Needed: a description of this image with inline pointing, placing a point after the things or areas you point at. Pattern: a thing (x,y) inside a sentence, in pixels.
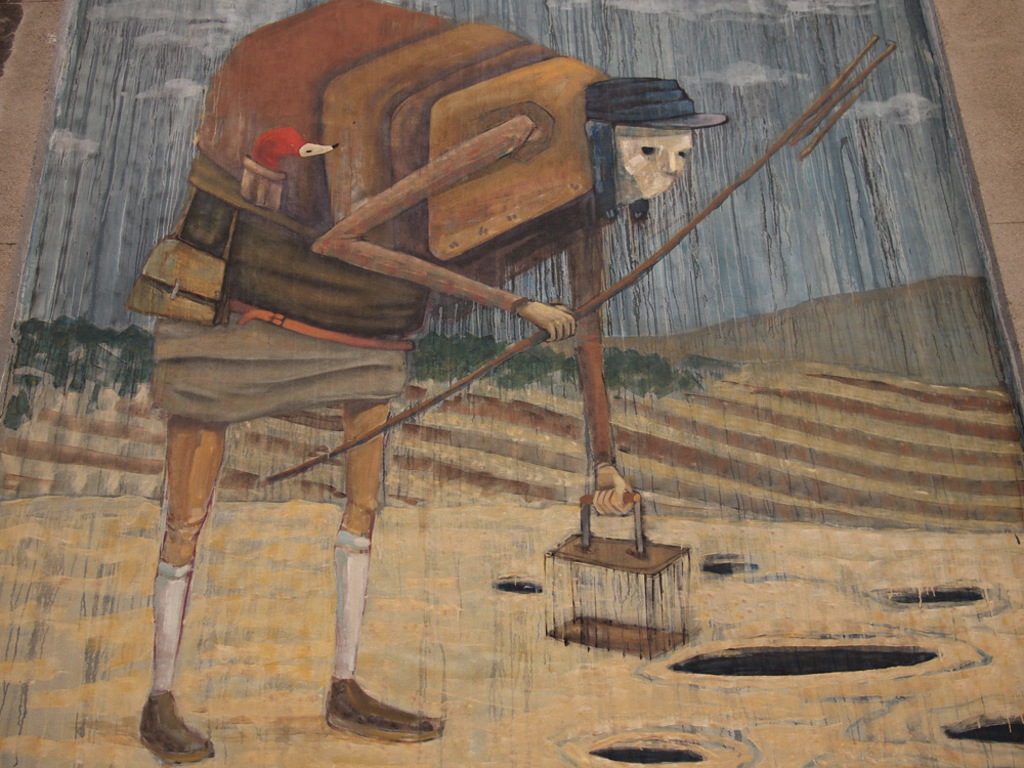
In this image there is a painting (326,374) as we can see there is one person (593,364) standing and holding a stick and a box (617,555) in middle of this image (353,357). there is a ground (777,611) in the bottom of this image (860,552) and there are some trees (117,351) in the background (117,351). There is a cloudy sky (495,10) on the top of this image (906,151).
